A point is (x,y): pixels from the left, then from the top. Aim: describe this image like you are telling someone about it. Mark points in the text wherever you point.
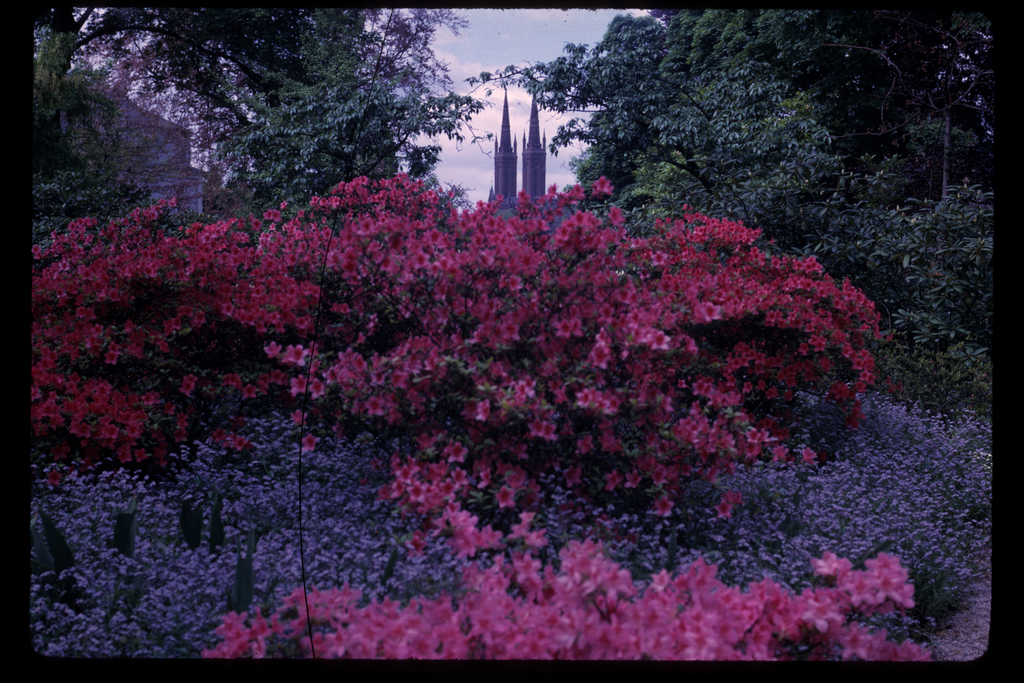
These are the flower plants (540,407). In the middle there are big buildings (536,199) and on either side there are trees (774,185).
